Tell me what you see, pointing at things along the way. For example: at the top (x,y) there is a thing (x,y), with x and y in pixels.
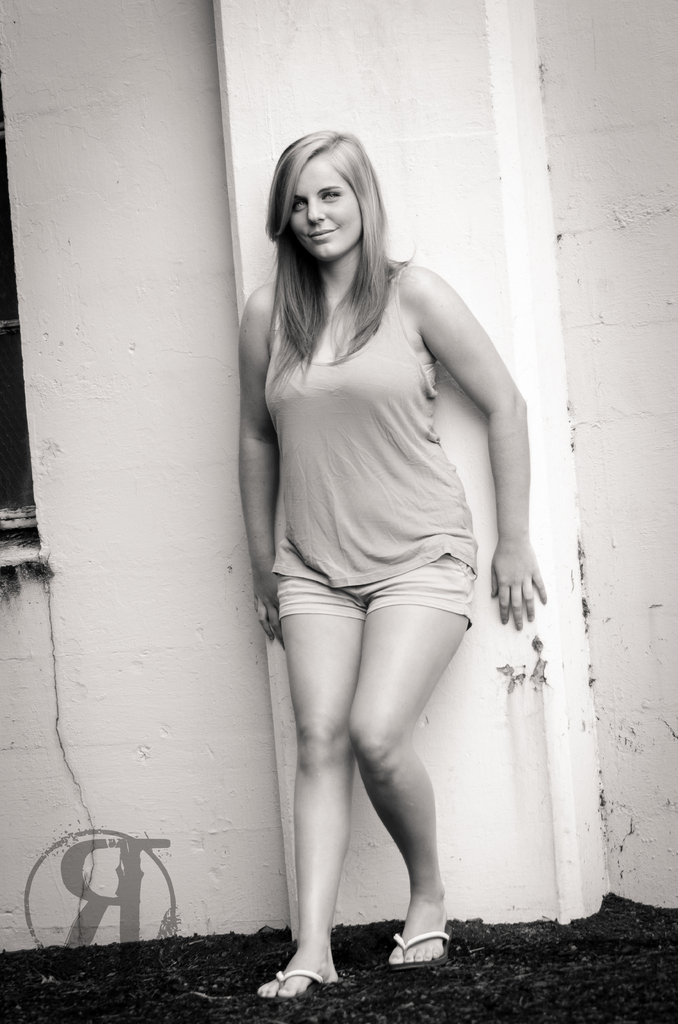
In the image a woman (457,496) is standing and smiling. Behind her there is wall (488,150).
